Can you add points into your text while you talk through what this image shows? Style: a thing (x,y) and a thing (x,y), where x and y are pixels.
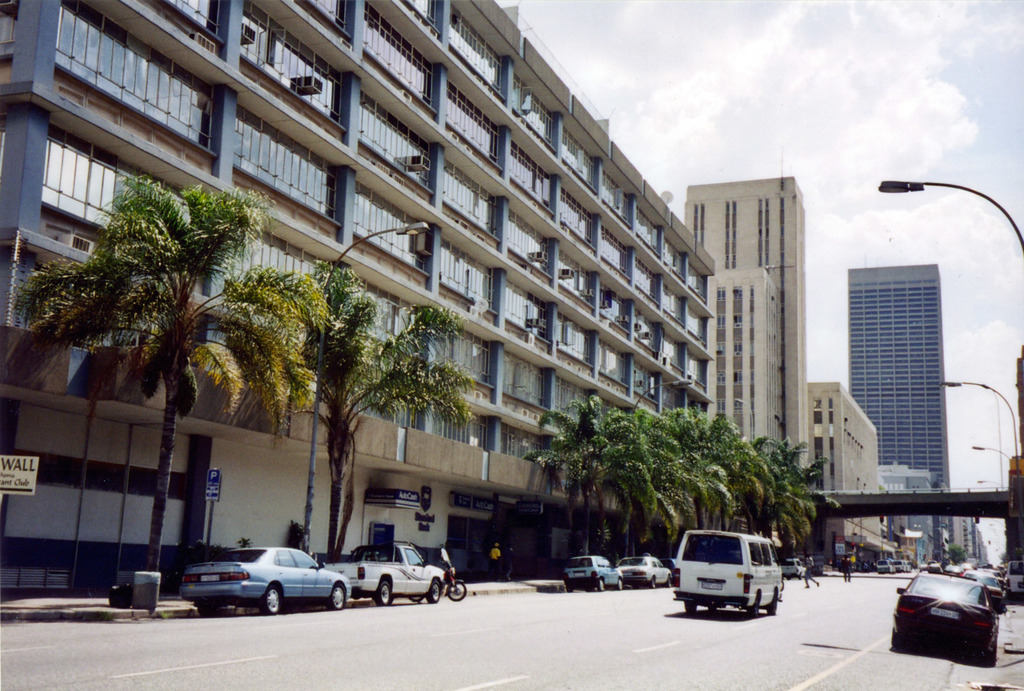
This is the picture of a city (553,508). In this image there are vehicles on the road (524,608) and there are two persons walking on the road (682,629). At the back (660,370) there are buildings (560,330) and there are trees (717,469) and poles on the footpath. On the right side of the image (946,501) there is a bridge (960,490). At the top (978,99) there is sky (977,90) and there are clouds (887,63). At the bottom (418,614) there is a road (457,657).
